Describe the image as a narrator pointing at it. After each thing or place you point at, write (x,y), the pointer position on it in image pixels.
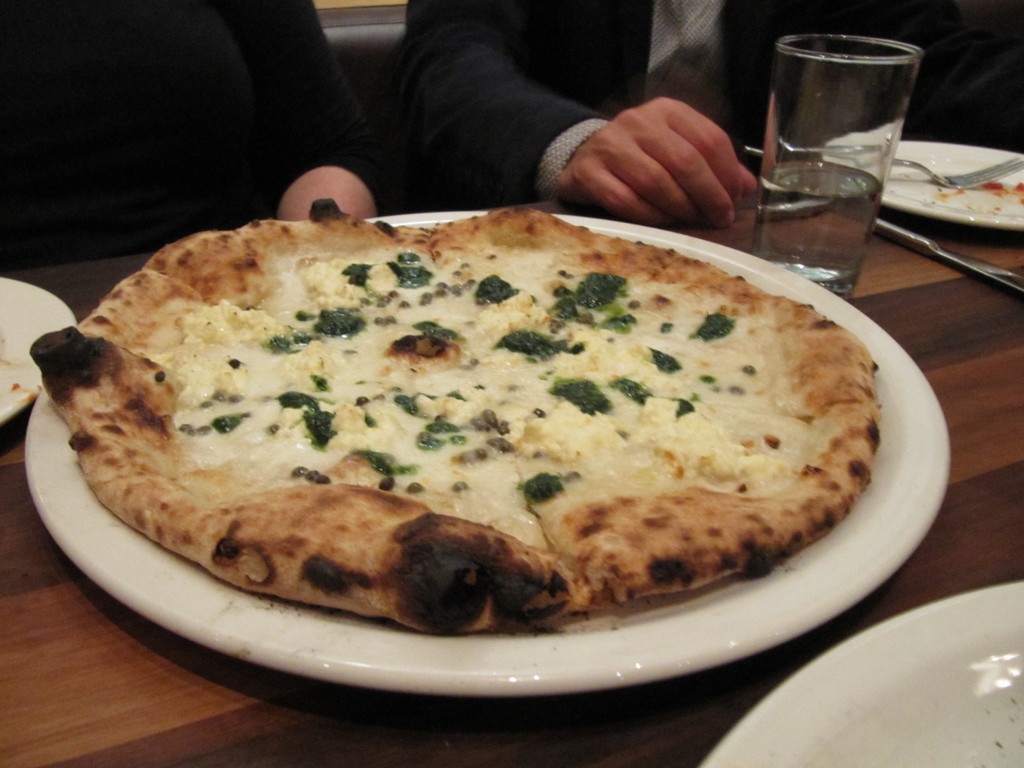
In this image there is a food item (424,462) kept in a white color plate (695,636) as we can see in middle of this image (456,412). There is one glass (846,209) and a white color plate (929,194) is kept on a table (983,309) in the middle of this image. There is one plate (866,689) in the bottom right corner of this image (872,652) and one more plate (24,340) is at left side of this image (29,324) as well. There are two persons (338,139) are sitting as we can see on the top of this image (293,138).
